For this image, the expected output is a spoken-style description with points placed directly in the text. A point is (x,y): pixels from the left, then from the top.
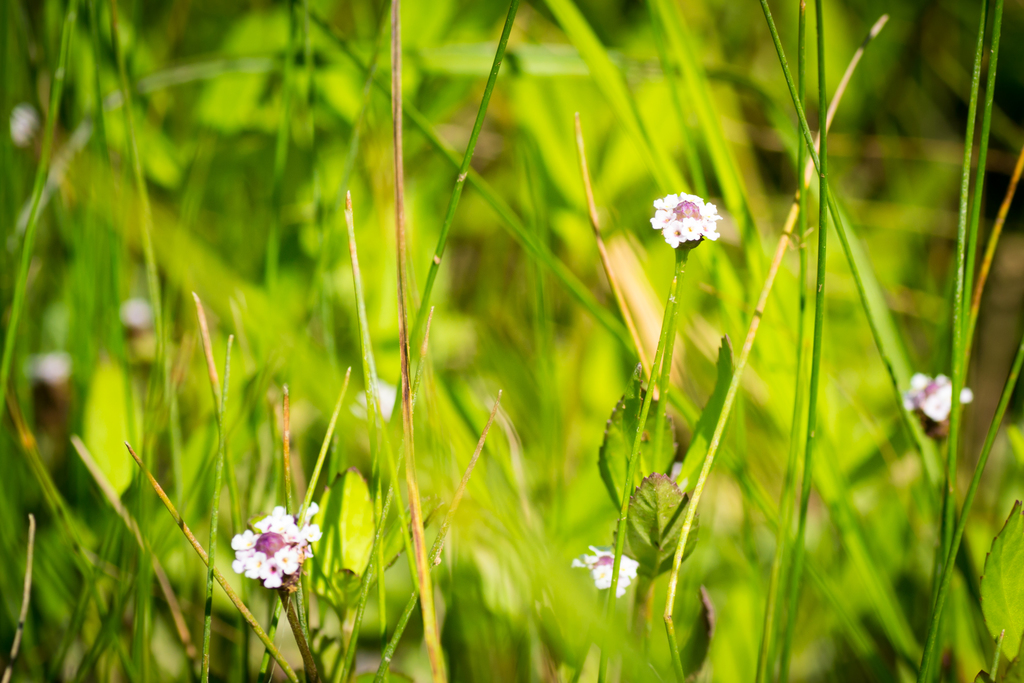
In this picture we can see some flowers (682,212) to the plants (415,336).
